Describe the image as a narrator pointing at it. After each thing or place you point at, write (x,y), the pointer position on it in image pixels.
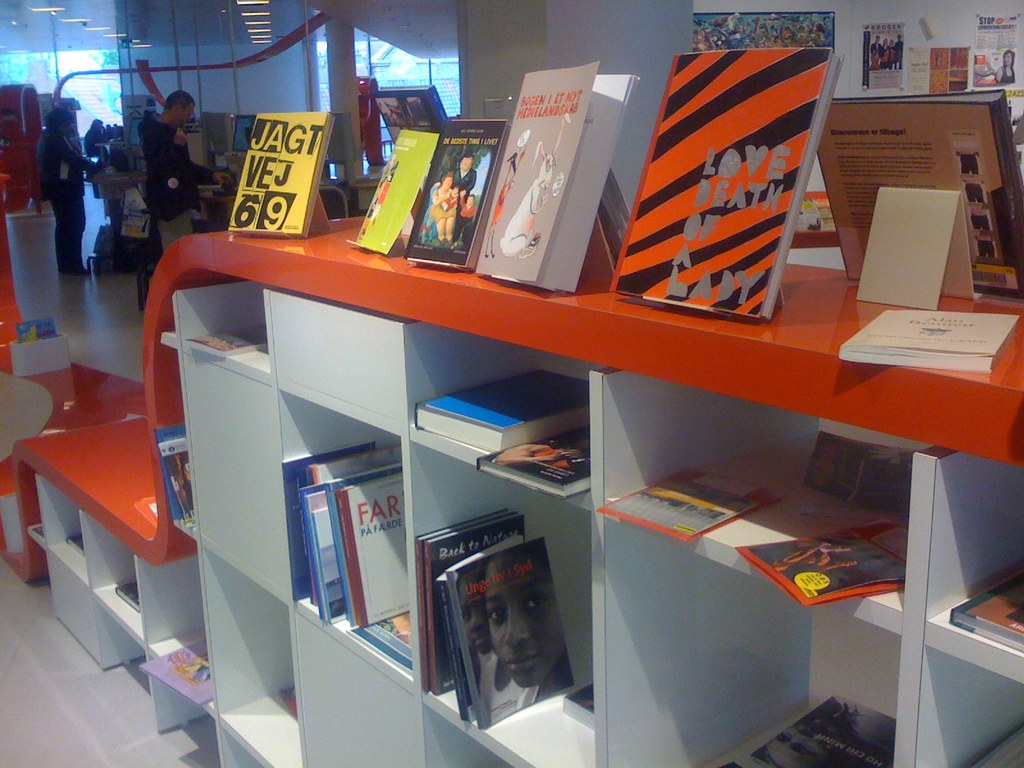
There are some books (479,528) kept in a wooden racks (441,382) as we can see in the middle of this image (614,435). There are two persons (67,234) standing on the left side of this image (191,178). There is a wall (515,50) in the background (496,52). There are some posters (881,40) attached on this wall (844,29).
